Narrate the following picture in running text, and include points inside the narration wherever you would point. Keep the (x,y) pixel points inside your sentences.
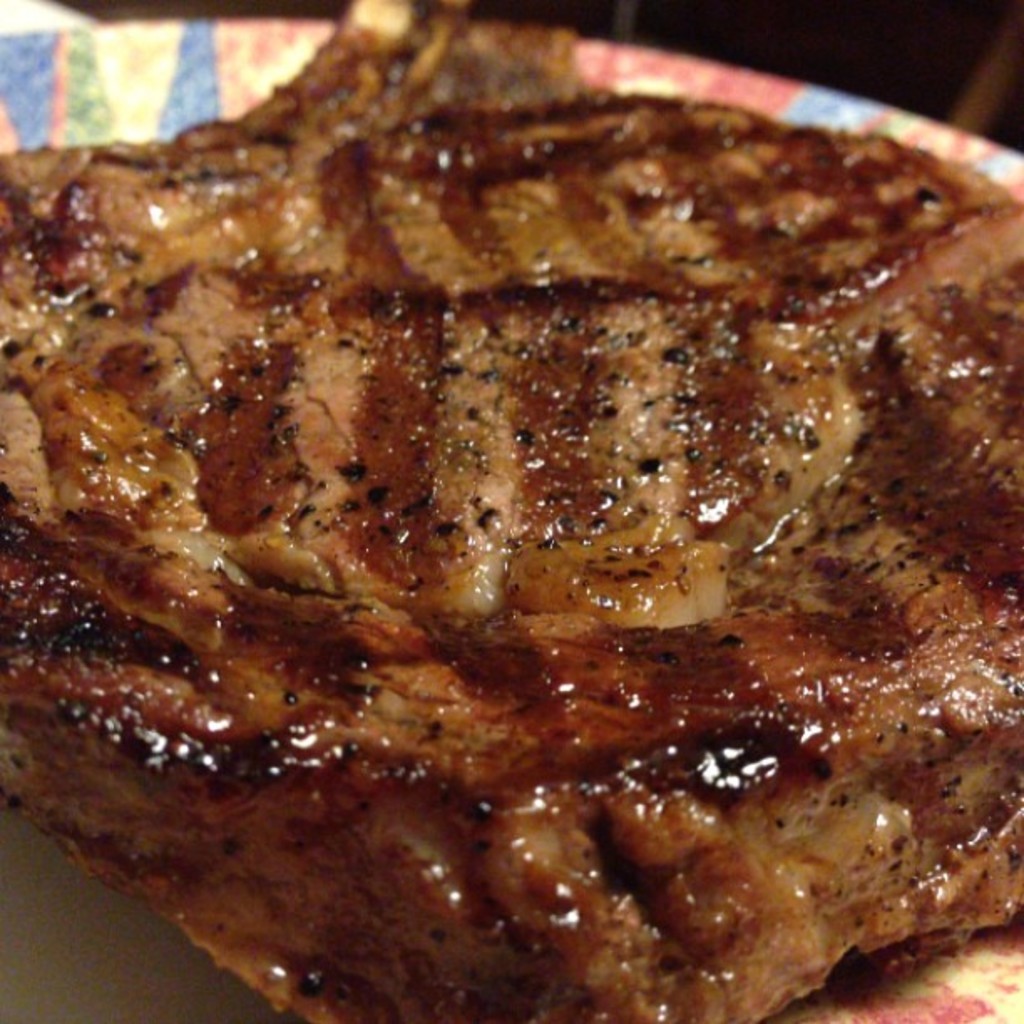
In this image we can see meat (348,456) placed on a plate (157,107).
